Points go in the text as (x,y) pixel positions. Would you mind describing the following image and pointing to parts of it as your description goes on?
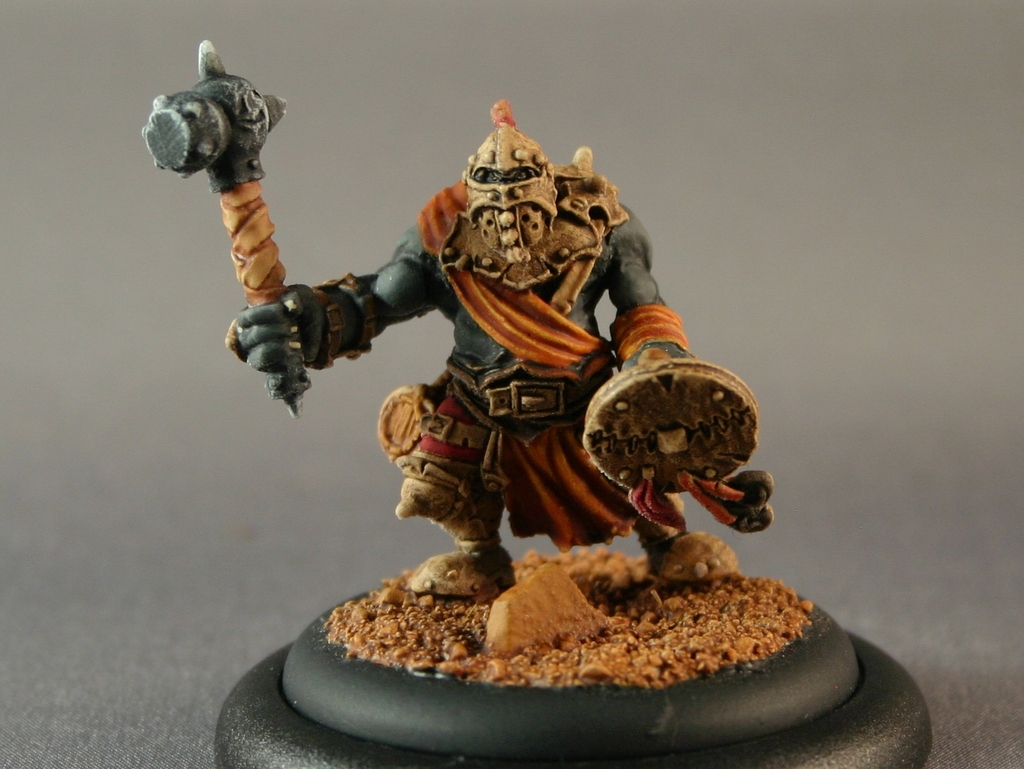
In this image there is a small statue (495,412) in the middle (544,385). In the statue (537,398) we can see there is a person (522,379) who is holding the shield (620,415) with one hand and a hammer (273,290) with another hand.
